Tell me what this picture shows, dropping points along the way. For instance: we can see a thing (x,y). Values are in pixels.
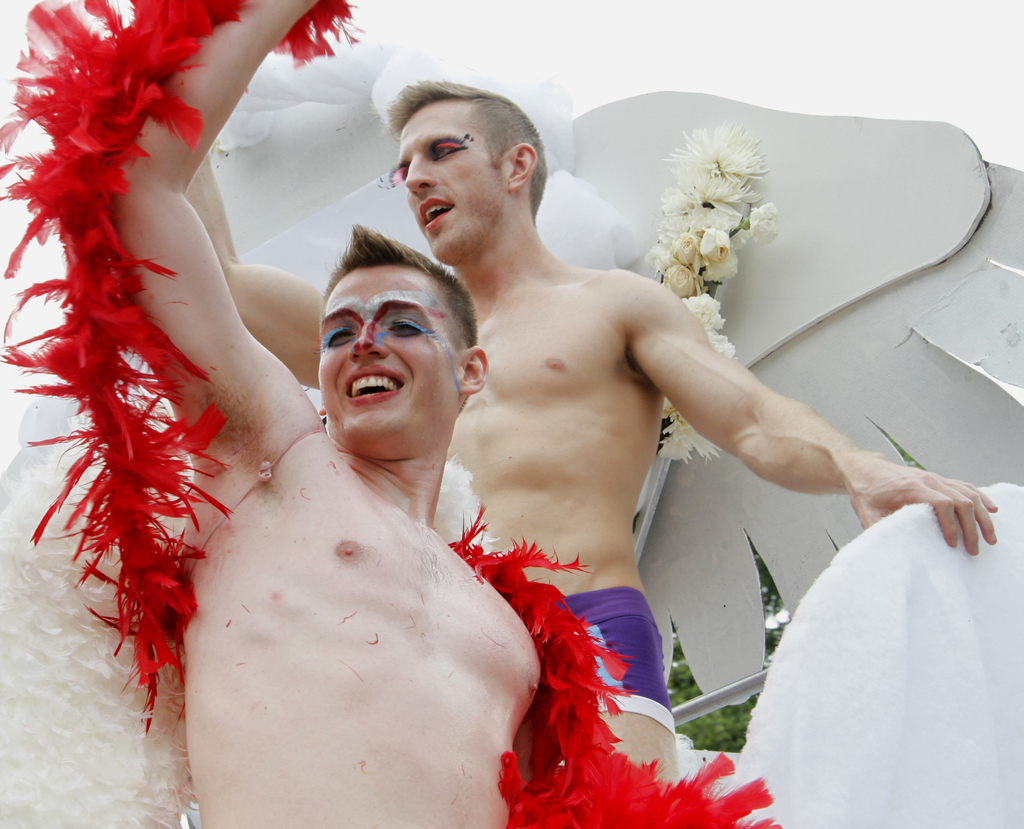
In the image we can see there are two men (413,644) standing and they are wearing makeup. These are feathers (109,332) and a white sky (795,57).
